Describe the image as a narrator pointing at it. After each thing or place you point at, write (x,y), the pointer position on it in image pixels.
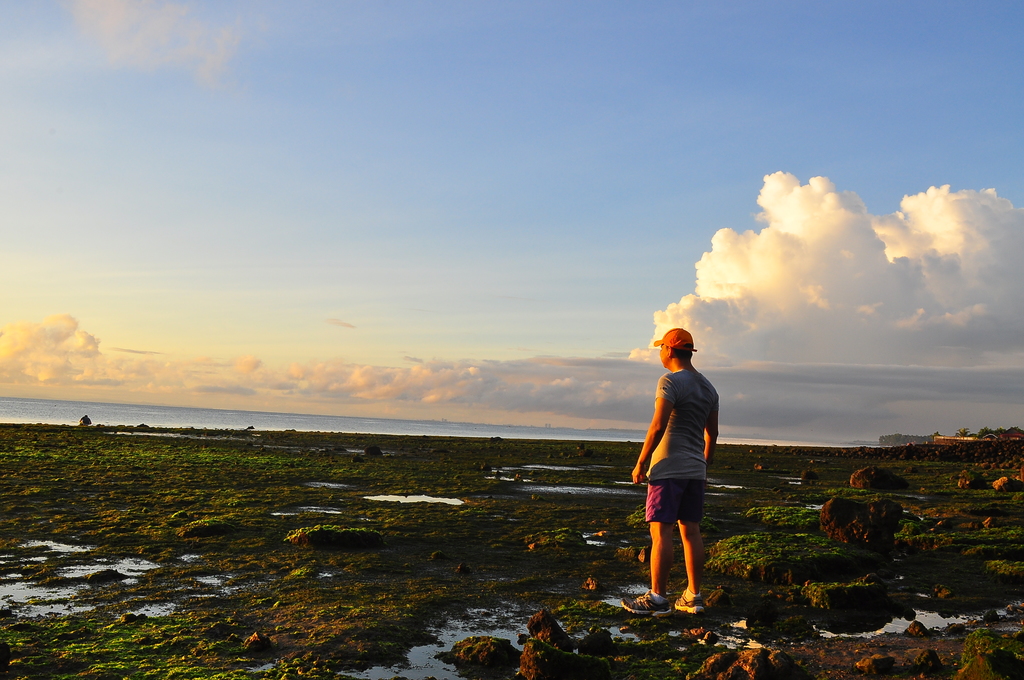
In this image, we can see a person (662,522) is standing. Here we can see few stones (884,664), water (834,619). Background (36,405) there is a sea (187,416). Top of the image (228,159), there is a cloudy sky (71,185).
